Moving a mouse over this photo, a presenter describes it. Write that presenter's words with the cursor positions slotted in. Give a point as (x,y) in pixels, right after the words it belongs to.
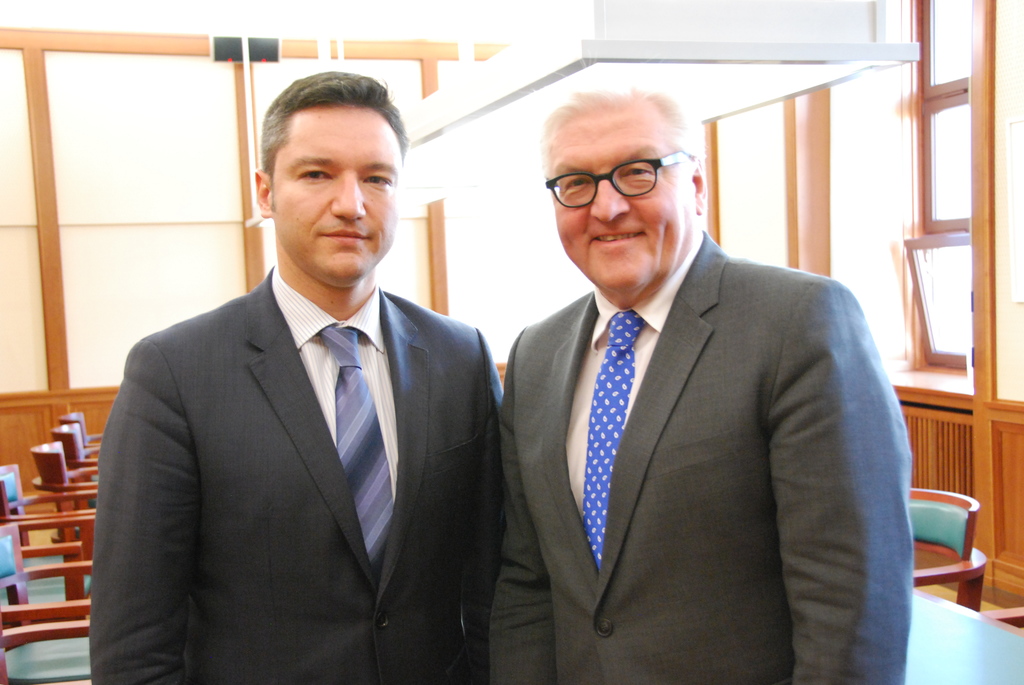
In the picture there are two men (406,362) both of them are smiling and posing for the photo, behind the men (550,437) there are too many empty chairs (44,468) and on the right side (946,188) there is a window (944,169).
